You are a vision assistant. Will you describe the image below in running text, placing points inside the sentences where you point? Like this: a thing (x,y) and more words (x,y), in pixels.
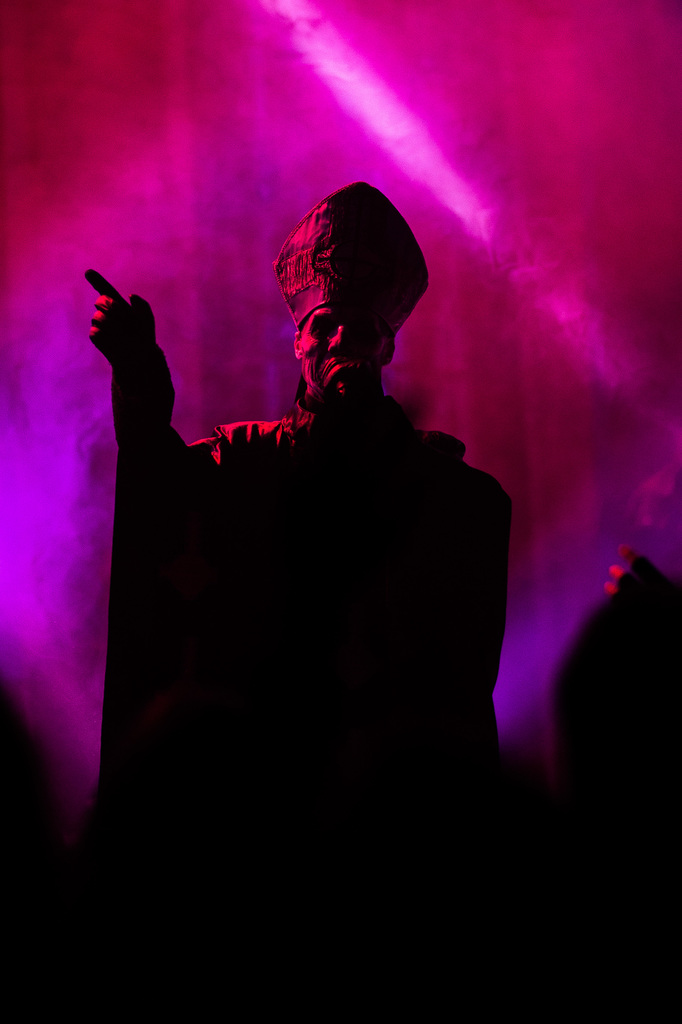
In the center of the image (369,551) we can see a person (369,551) standing. He is wearing a cap (328,250). In the background (302,41) there are lights (9,548).
